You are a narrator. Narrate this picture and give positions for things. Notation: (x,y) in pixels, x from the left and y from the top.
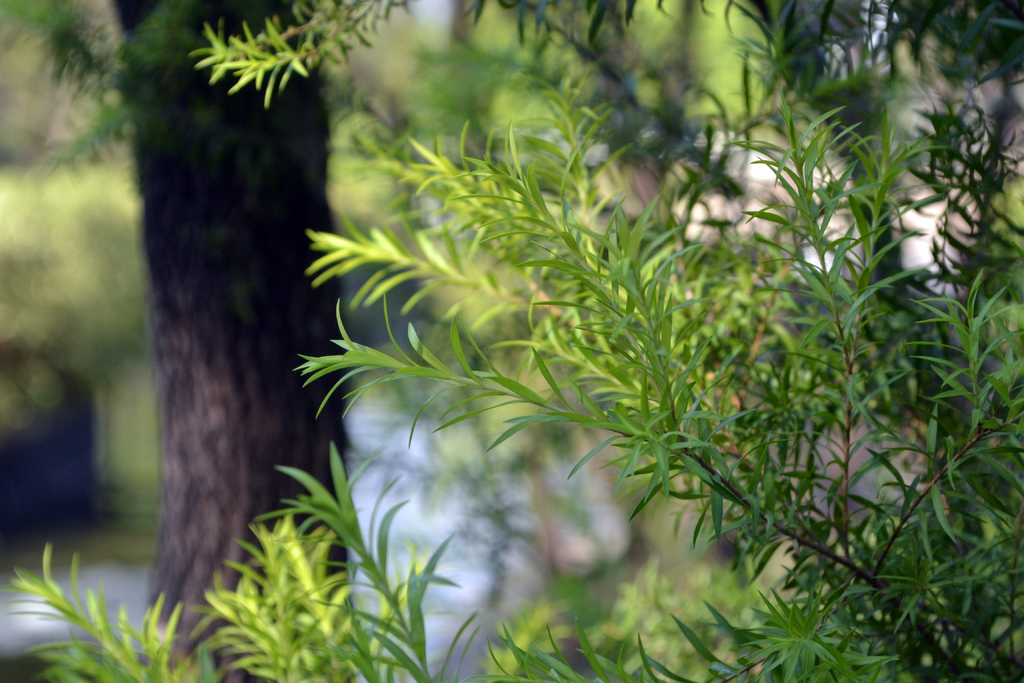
In this image we can see some plants (532,298), a tree (202,292), and the background (7,247) is blurred.
